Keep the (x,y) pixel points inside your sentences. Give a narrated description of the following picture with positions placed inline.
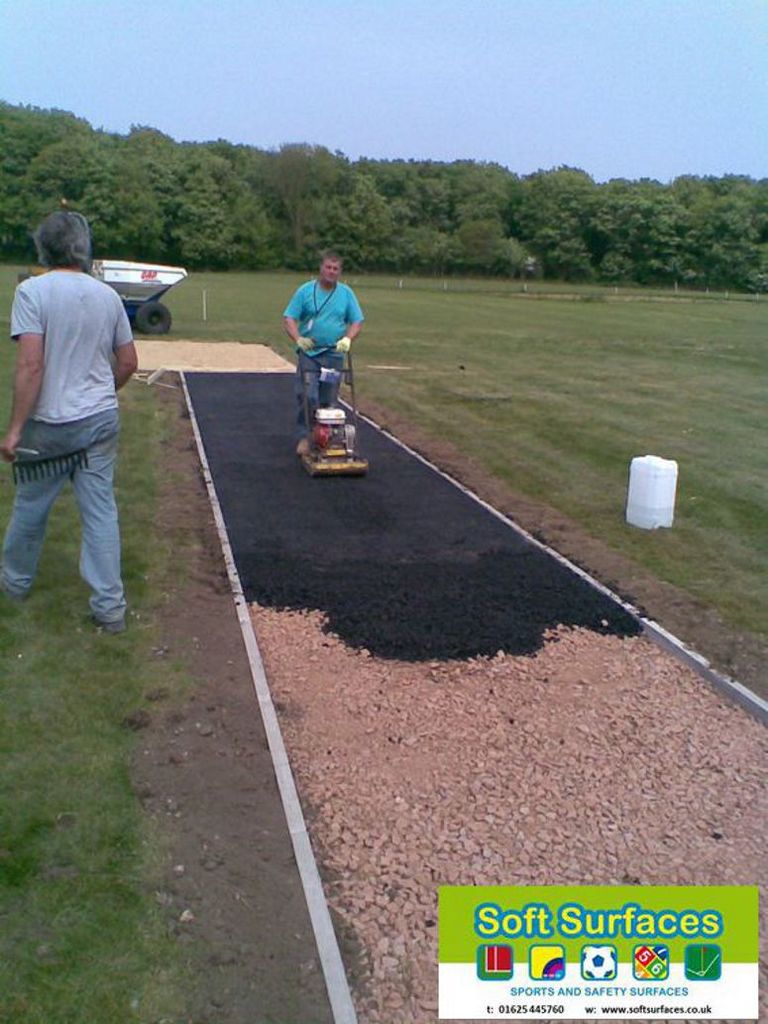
In this picture I can see there is a man (315,383) holding machine (311,446) and in the backdrop (27,239) there are trees (104,185) and the sky (115,82) is clear. There is a logo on the right bottom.
